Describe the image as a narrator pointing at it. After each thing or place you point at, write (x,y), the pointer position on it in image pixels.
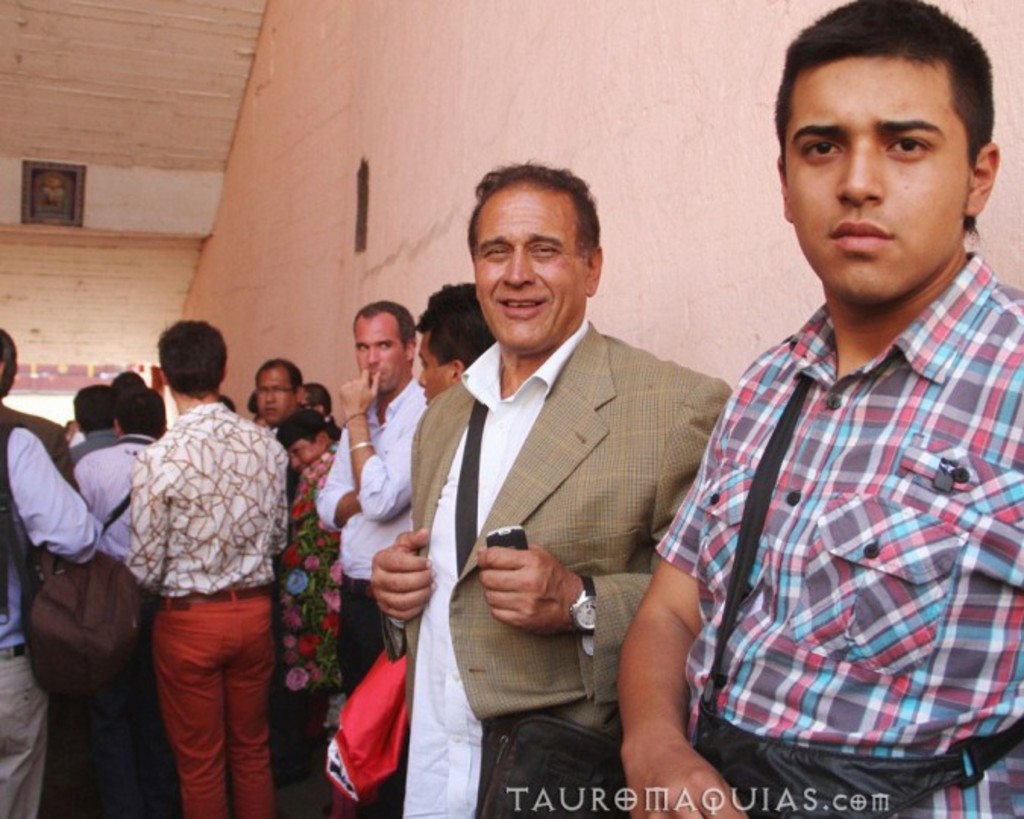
In the center of the image (385,458) we can see people (533,557) standing. In the background (433,213) there is a wall (236,169).
